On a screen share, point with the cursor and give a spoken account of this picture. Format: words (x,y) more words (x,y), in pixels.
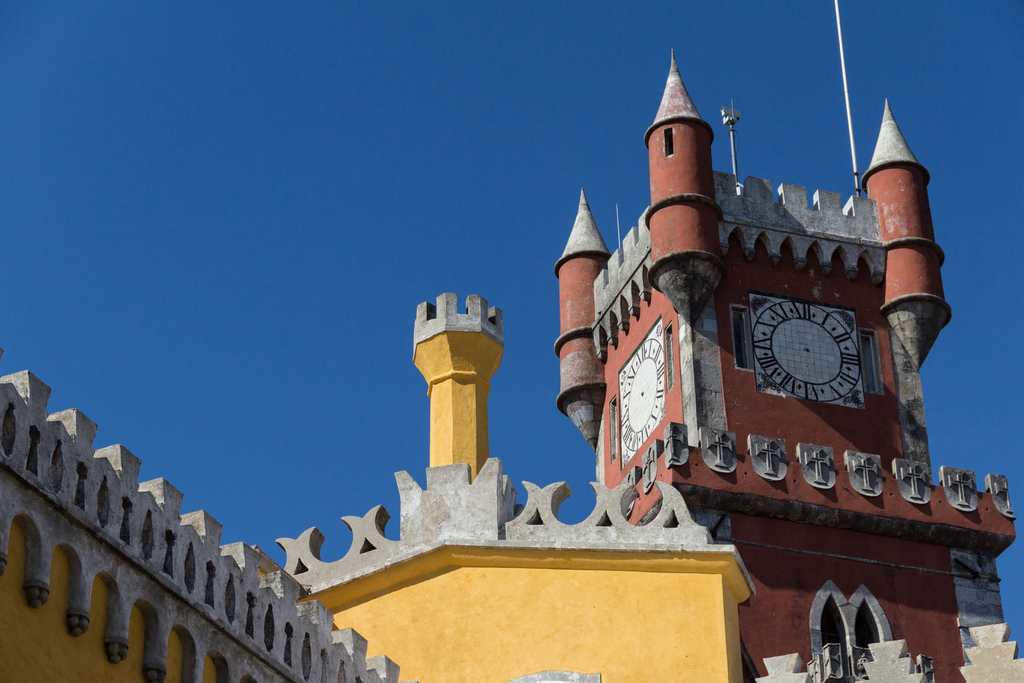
Sky (418,67) is in blue color. Here we can see building (269,655) and clock tower (807,525). To this clock tower (834,518) there are clocks (839,382).
